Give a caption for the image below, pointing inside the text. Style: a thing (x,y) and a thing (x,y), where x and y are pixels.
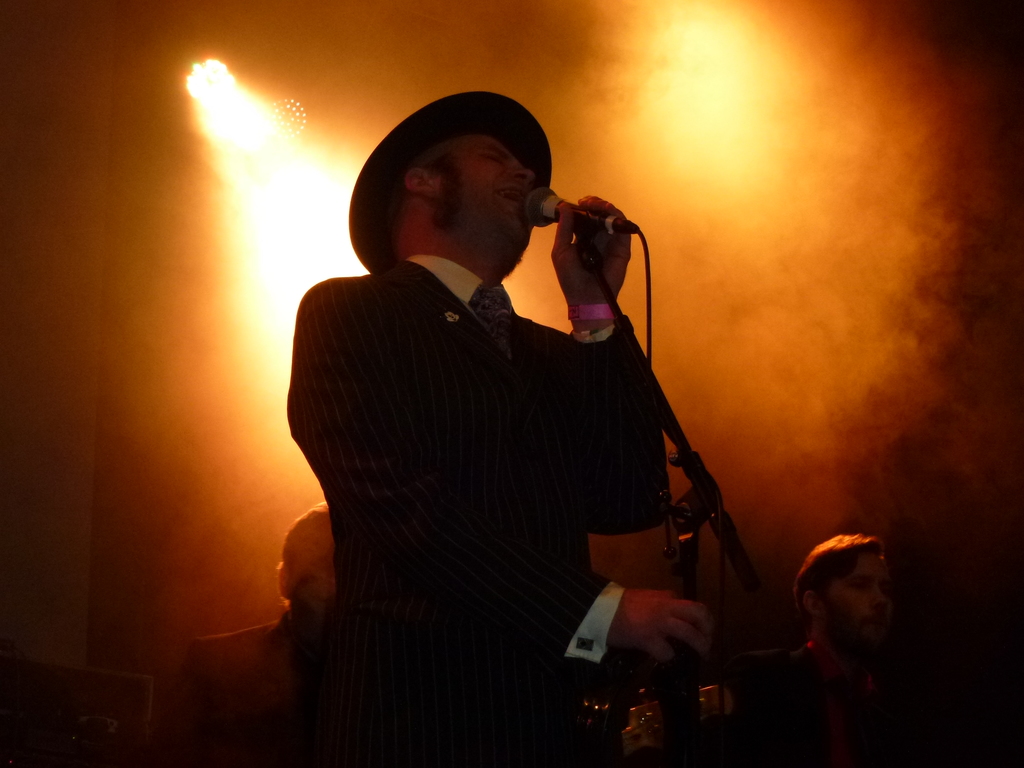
A man (464,174) is singing with a mic (555,210) in his hand (570,222) wearing a hat (447,108).
